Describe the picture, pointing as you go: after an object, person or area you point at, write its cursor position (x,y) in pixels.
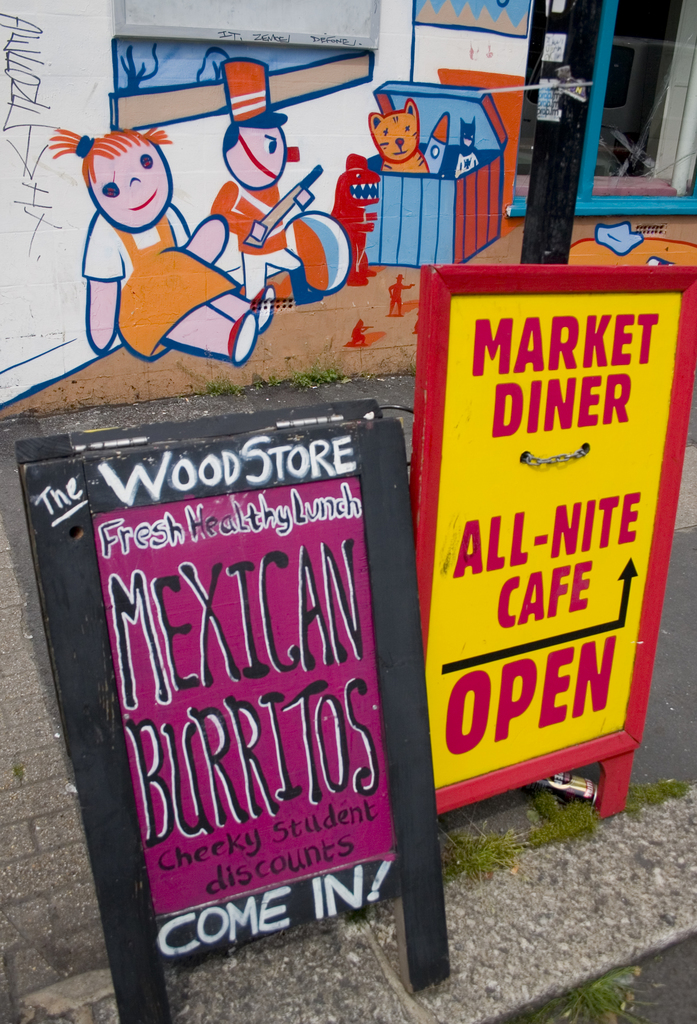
In the image in the center (284,510) we can see two banners (444,690). On one of the banner (542,495), it is written as "Market Diner". In the background (328,345) there is a wall (77,335), grass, glass door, pole (573,125) and few other objects (679,122). And we can see, some painting (394,237) on the wall (304,291).
